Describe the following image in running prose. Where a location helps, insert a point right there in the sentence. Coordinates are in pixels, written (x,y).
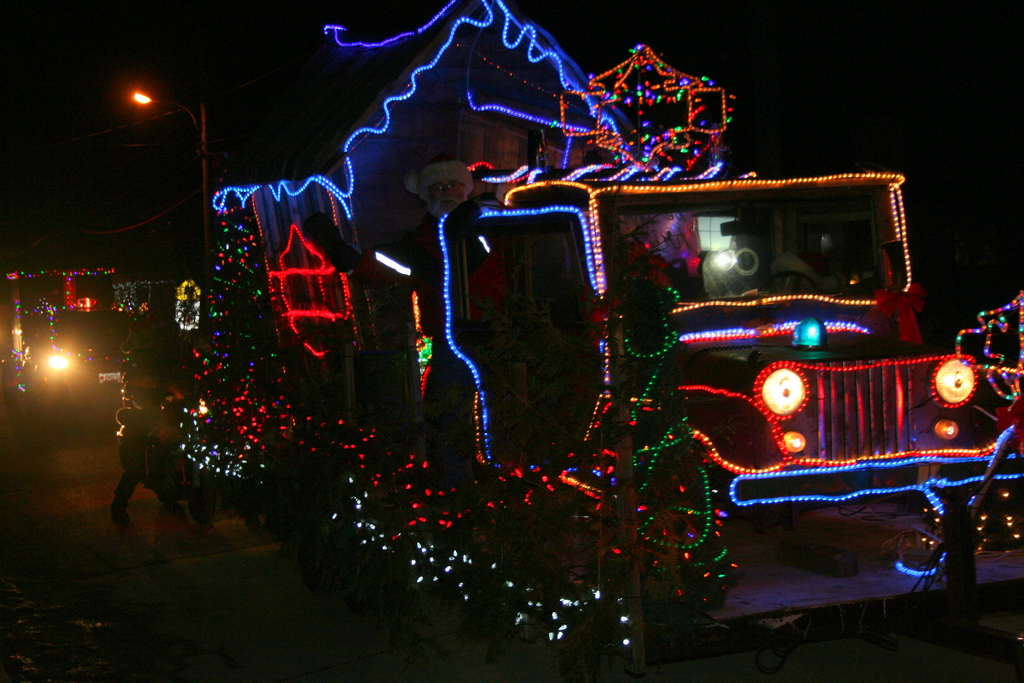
In this picture there is a vehicle (532,251) which is decorated with lights (608,344) and there are few other vehicles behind it and there is a street light (202,138) in the background (190,113).
